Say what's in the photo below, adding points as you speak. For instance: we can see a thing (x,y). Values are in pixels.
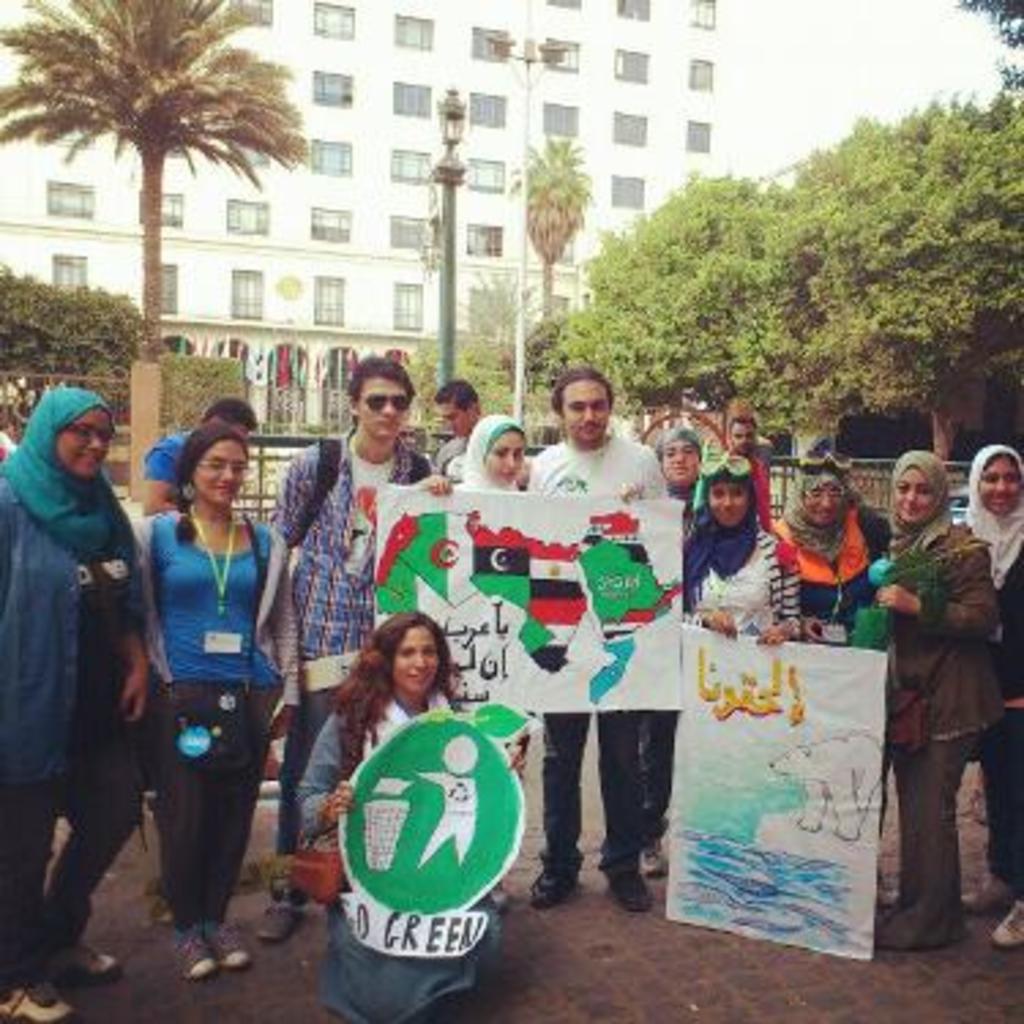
In this picture there is a group of man (133,580) and woman (151,717) standing on the cobblestones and holding the whiteboard (807,767) in the hands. Behind there are some trees (544,298) and white color building (284,266) with windows (496,185).
